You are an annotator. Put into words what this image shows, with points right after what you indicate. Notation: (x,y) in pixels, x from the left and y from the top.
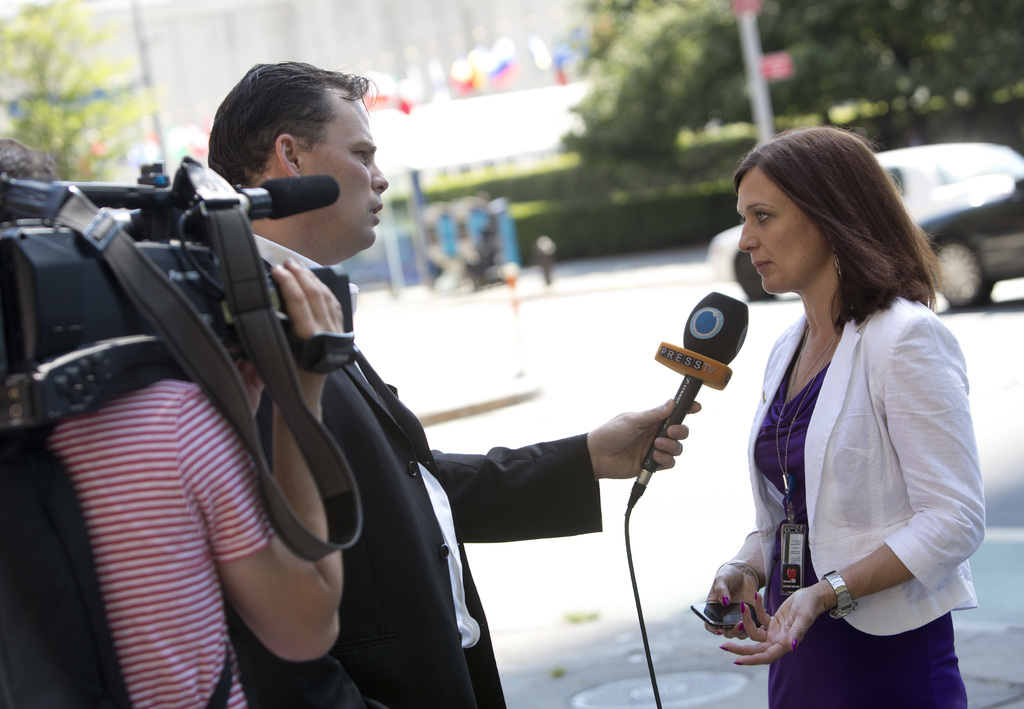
In this image i can see a man (285,225) and two woman (229,443) standing a man (305,225) holding a microphone (725,375) and a woman (130,429) holding a camera (81,276) at the back ground (612,109) i can see a tree (585,115) and a building (535,129).
